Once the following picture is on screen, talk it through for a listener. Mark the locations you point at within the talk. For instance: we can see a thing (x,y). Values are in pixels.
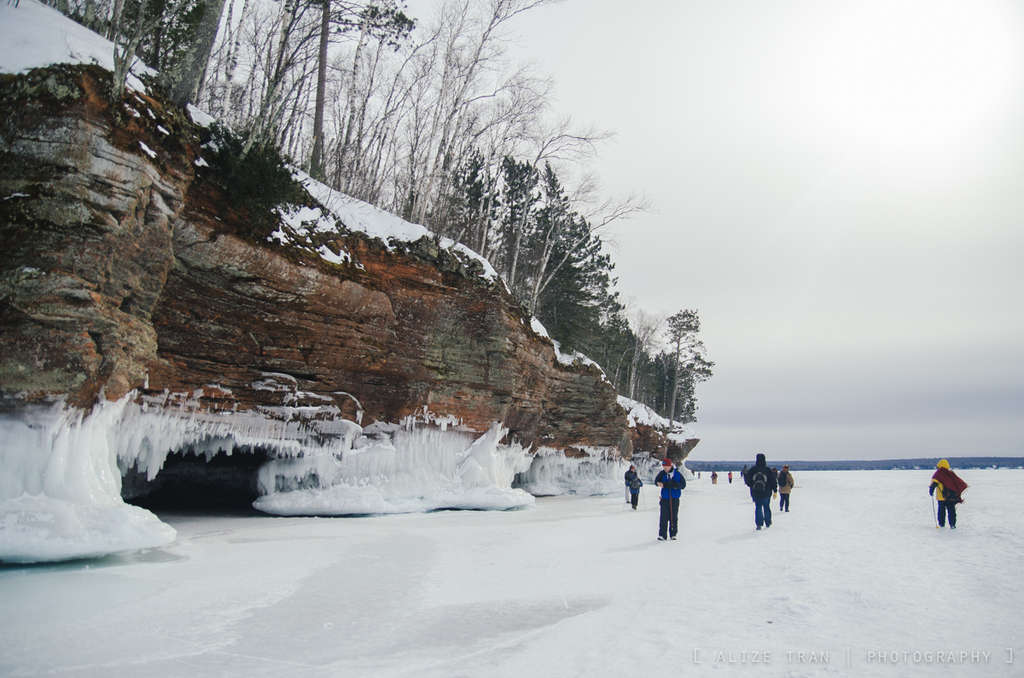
In this image I can see group of people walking on the snow (565,544), in front (395,546) I can see a person (664,492) wearing blue jacket (679,473), black pant (668,514) and the snow (433,521) is in white color. Background (416,192) I can see few dried trees (405,198) and few trees (570,230) in green color and sky (806,142) in white color.
